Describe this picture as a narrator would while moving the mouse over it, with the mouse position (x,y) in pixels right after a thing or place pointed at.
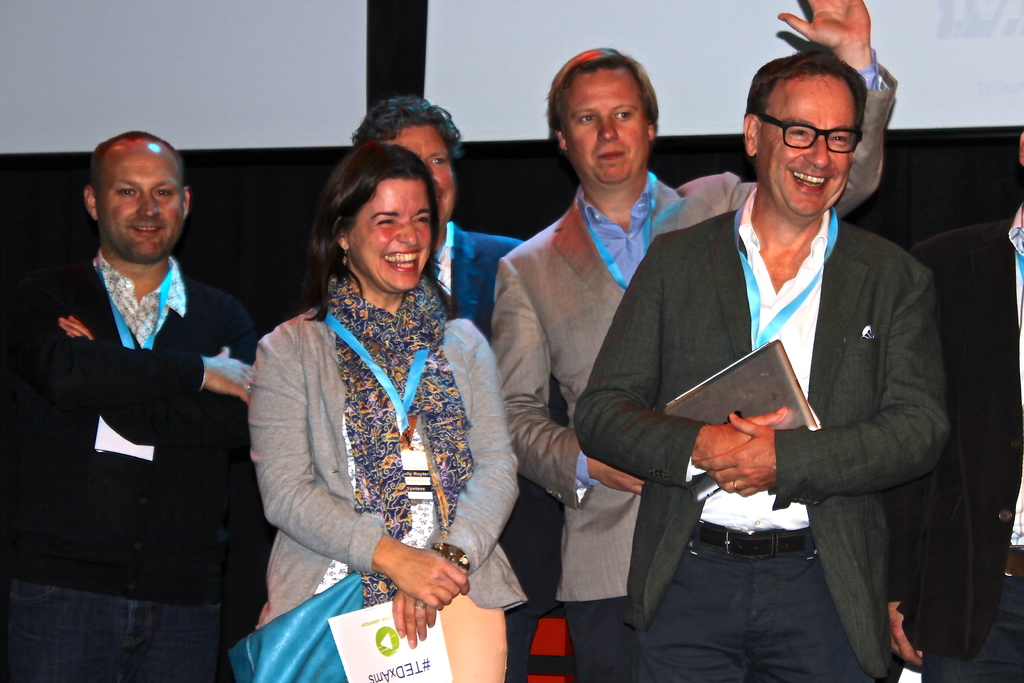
In this image, I can see a group of people (849,250) standing. On the right side of the image (957,494), I can see another person (984,398) standing. In the background (455,76), these look like the banners (455,66).
